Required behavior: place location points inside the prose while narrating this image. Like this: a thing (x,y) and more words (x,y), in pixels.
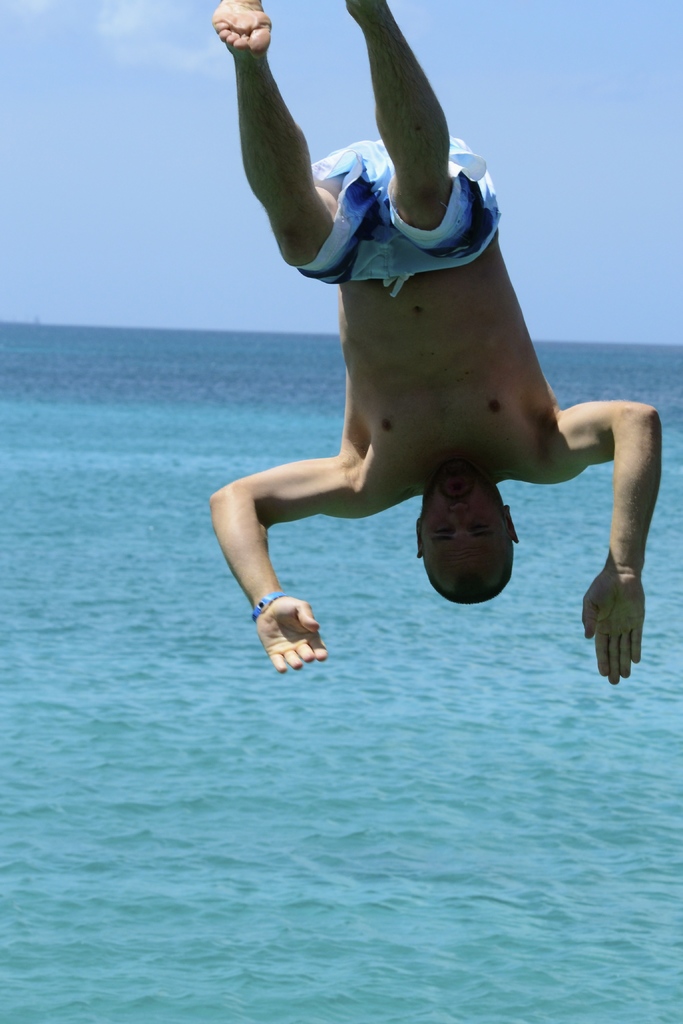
This image consists of water (327,424) in the middle (313,541). There is sky (365,105) at the top (183,176). There is a person (308,174) in the middle (448,541), jumping into water (228,452).
